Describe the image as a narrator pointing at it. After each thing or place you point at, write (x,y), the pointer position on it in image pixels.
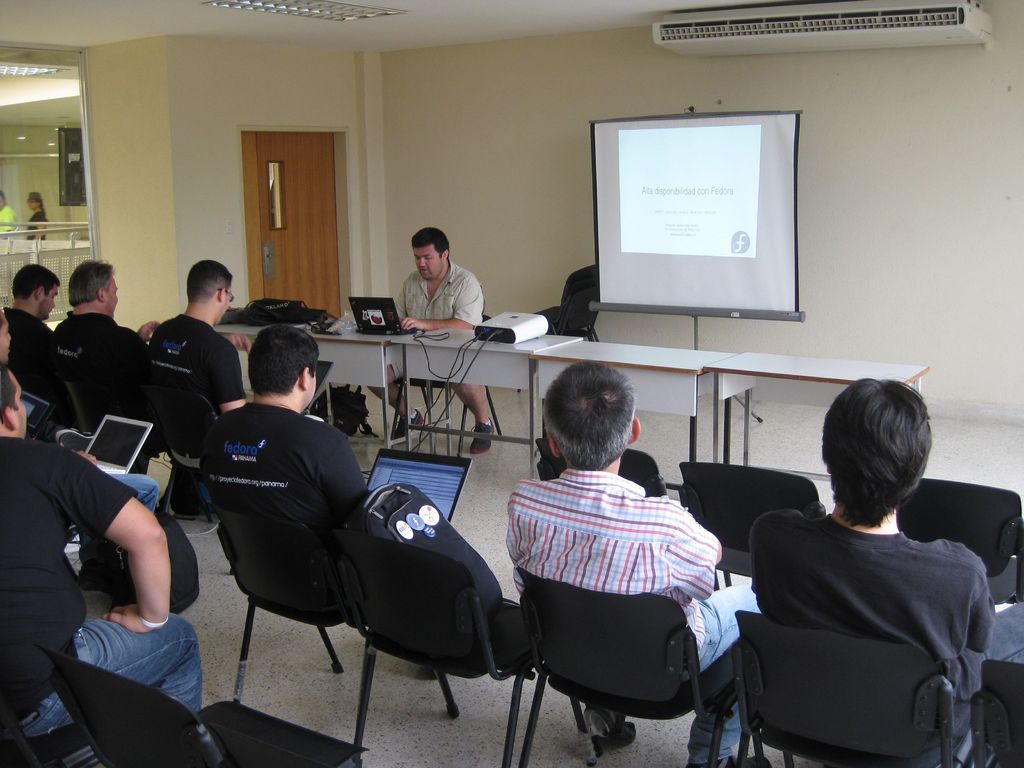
At the bottom of the image (803,534) there are people (569,573) sitting on the chairs (227,707). There are tables (526,355). In the center of the image (601,295) there is a screen (681,230). In the background (743,81) there is a wall (469,119) and a door (333,225).
